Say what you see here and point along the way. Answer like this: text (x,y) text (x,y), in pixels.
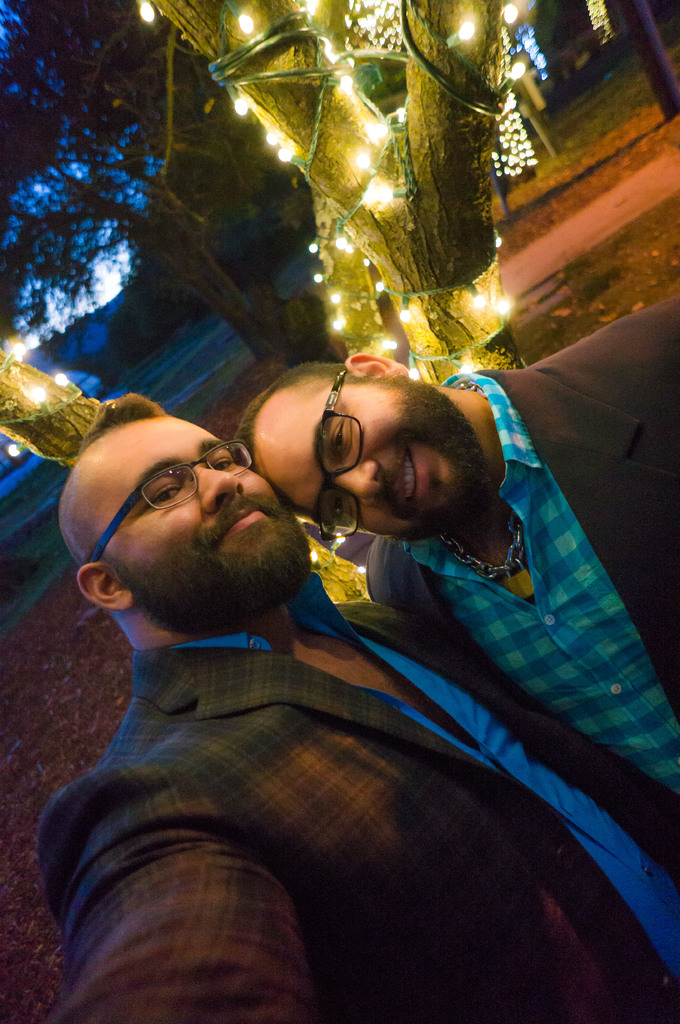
In this picture I can see the two men (436,810), they are wearing the coats (501,807), behind them there are trees (51,425) with the lights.
